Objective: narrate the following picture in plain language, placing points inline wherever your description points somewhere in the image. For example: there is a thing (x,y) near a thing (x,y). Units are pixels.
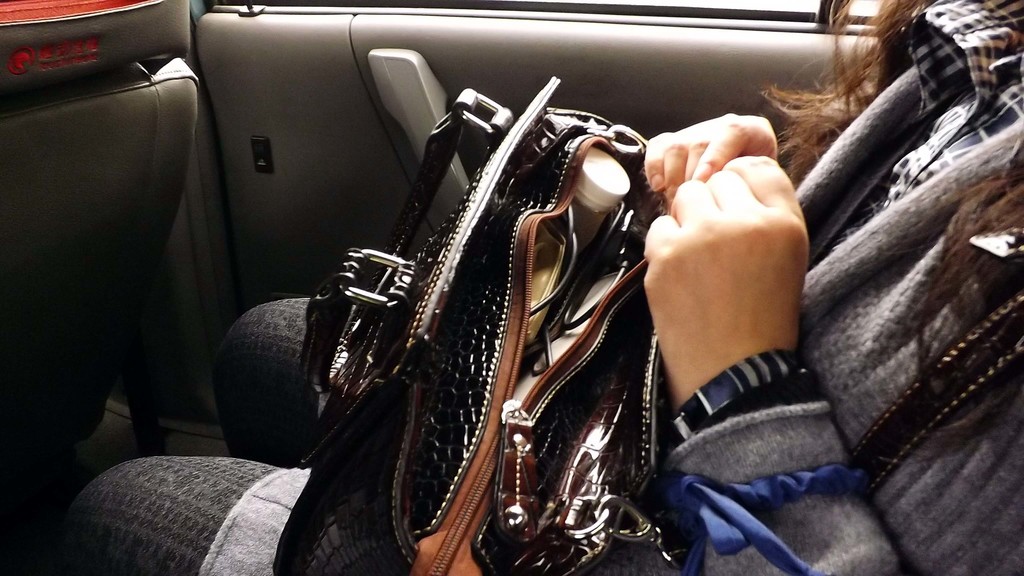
This woman (932,218) wore a scarf (915,251) and holding a bag (638,286). In this bag (482,430) there is a cable (548,339) and things (609,206). Beside this woman (818,198) there is a door (420,50) with handle (420,98).
